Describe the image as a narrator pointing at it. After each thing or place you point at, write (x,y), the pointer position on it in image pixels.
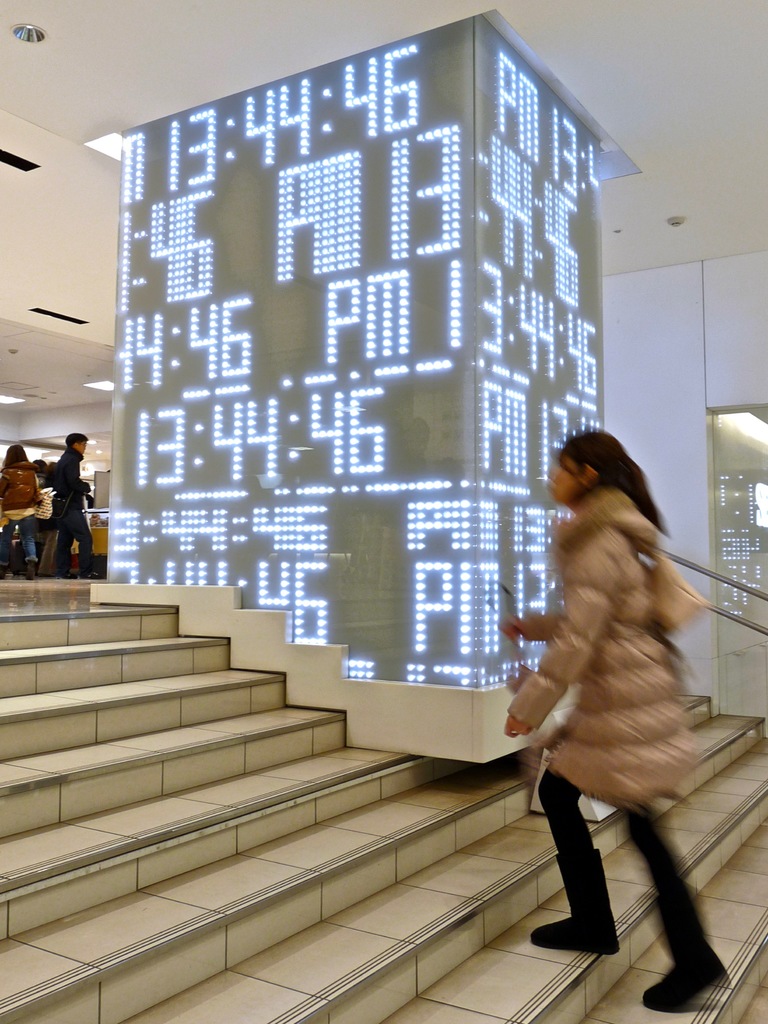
In this picture, we can see a few people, and a person (524,626) on the stairs (23,727), we can see stairs (20,714), railing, screen (346,366), wall (753,708), roof (68,388) with some lights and some objects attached to it.
